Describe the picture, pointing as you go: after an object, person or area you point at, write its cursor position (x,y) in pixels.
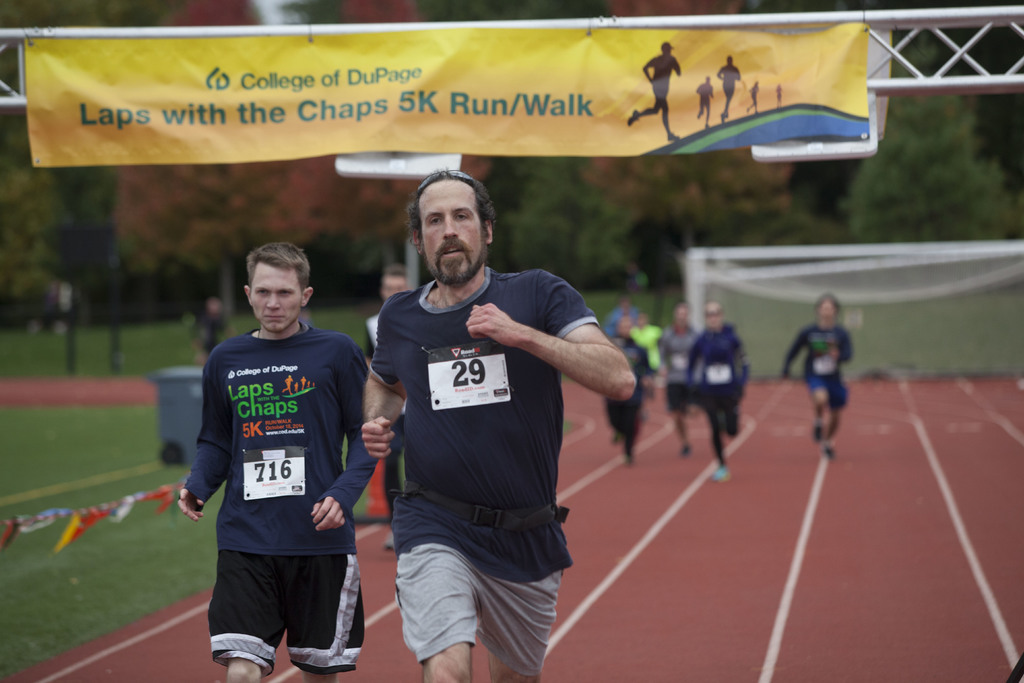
In the foreground of this image (554,444), there are persons (554,457) running on the ground (609,632). In the background (771,382), there are persons (729,359) running on the ground (634,500), grass (155,469), dustbin (178,404), trees (177,214) and a banner (436,60) on the top (436,60).
